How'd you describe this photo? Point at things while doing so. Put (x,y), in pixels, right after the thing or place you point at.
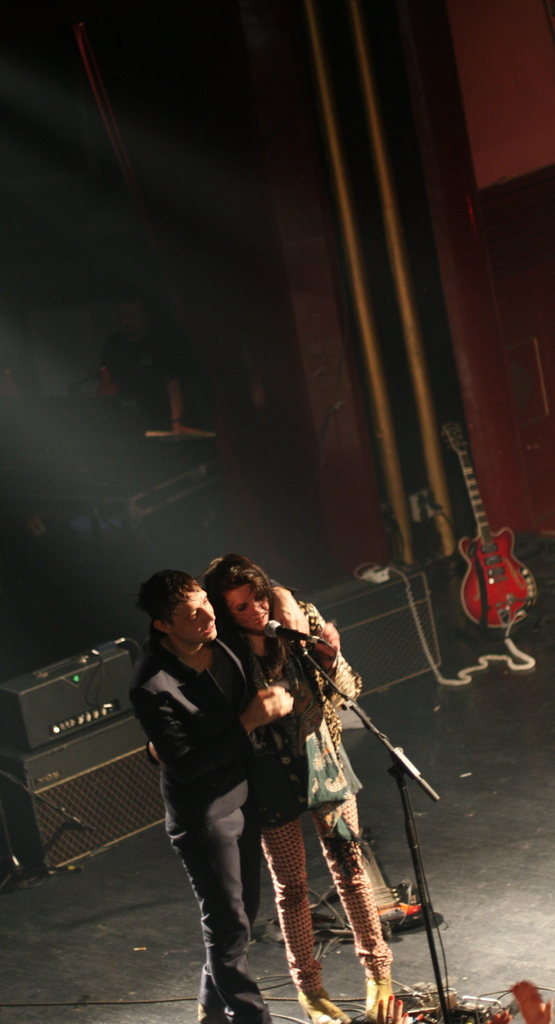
In this image there are two persons (254,740) who are standing behind microphone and at the background of the image (106,695) there are sound boxes (112,656) and at the right side of the image (492,610) there is a guitar (494,596).
